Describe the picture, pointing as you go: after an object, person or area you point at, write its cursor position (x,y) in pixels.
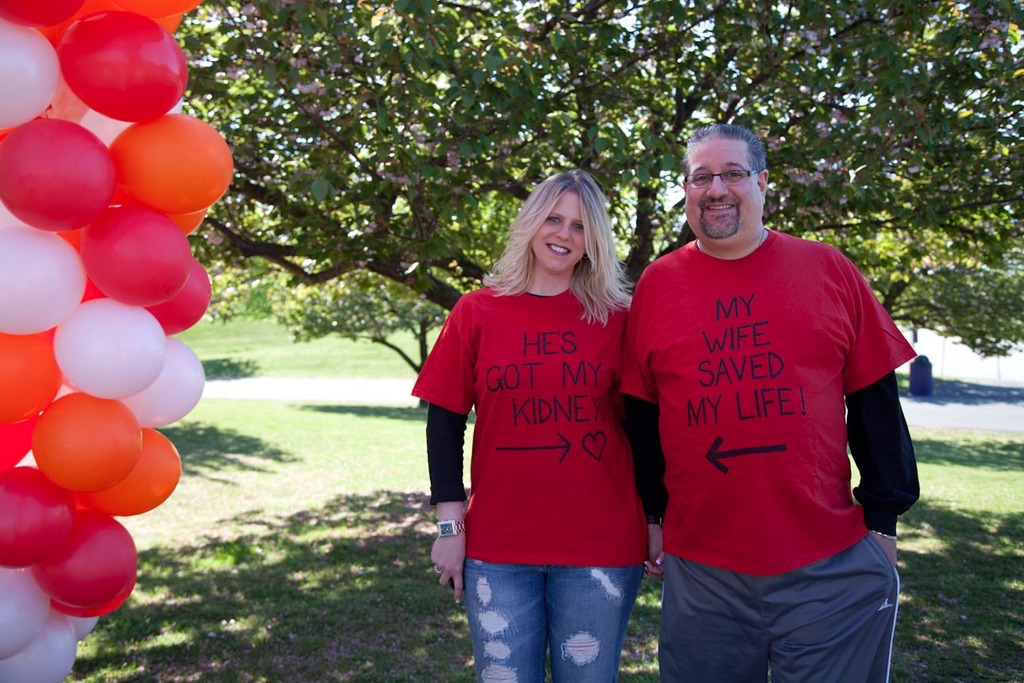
In this picture there is a couple (571,389) standing. Both of them were wearing red color T shirts (615,410) and smiling. In the left side (122,236) there are balloons (131,337). In the background (923,94) there is a tree (659,129).
